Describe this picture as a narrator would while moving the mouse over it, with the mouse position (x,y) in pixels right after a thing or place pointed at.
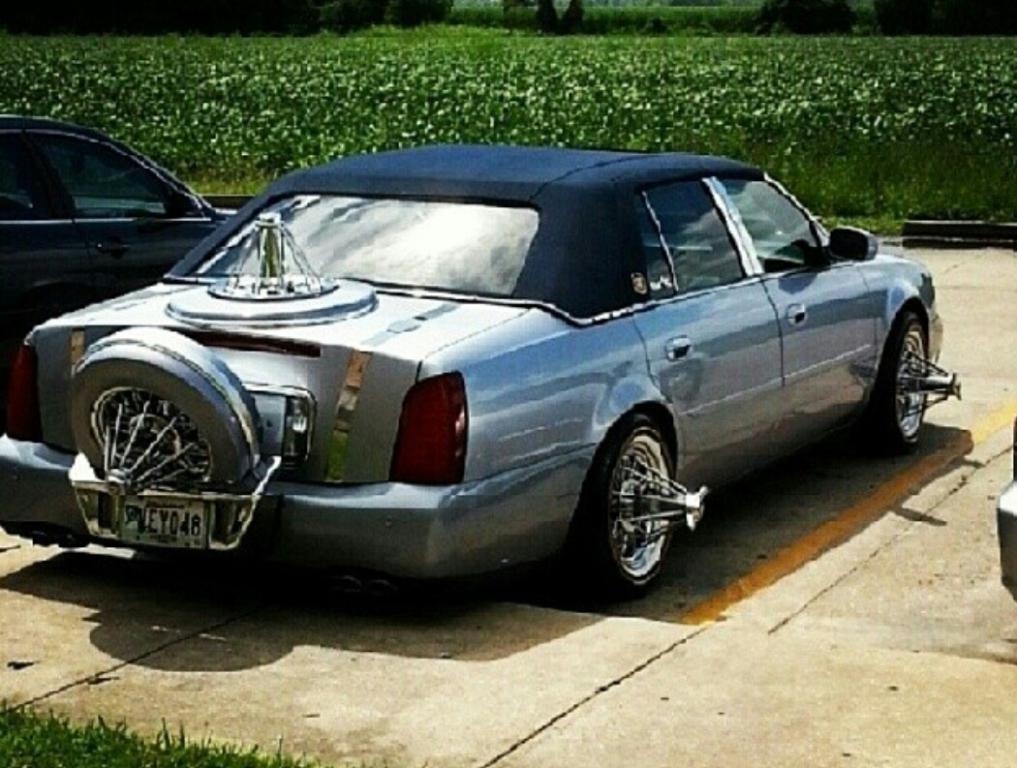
In this image I can see a car (506,407) which is silver and black in color on the ground (752,557). To the left side of the image (89,258) I can see another car (141,284) which is black in color. In the background (188,182) I can see few plants (411,85) which are green in color.
